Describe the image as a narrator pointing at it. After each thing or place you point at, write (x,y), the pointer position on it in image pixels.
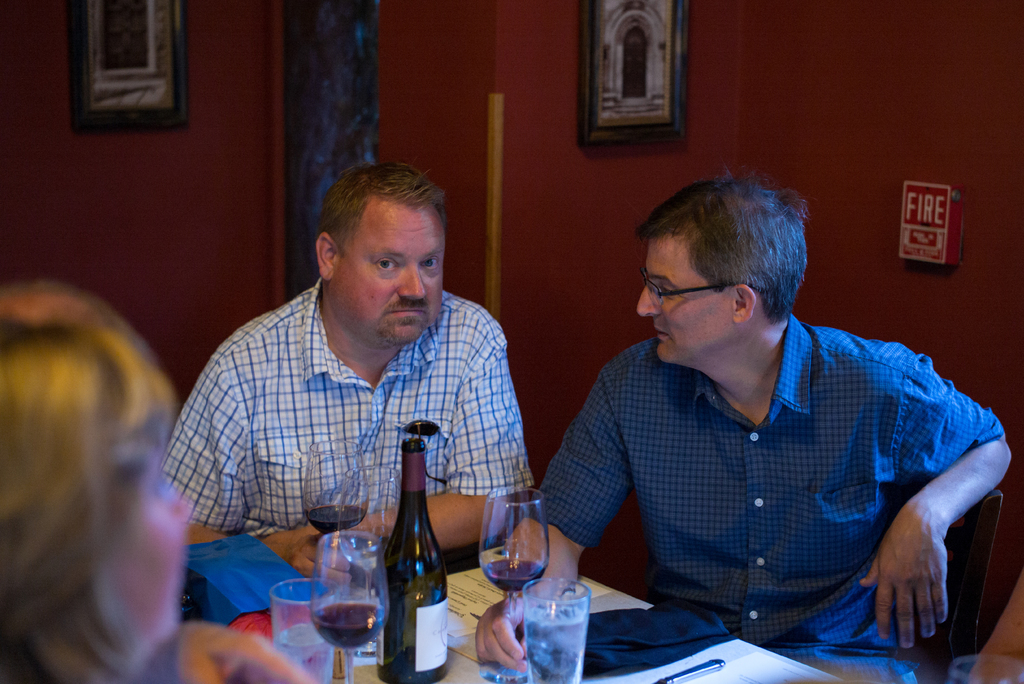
In the image we can see there are people (64,369) who are sitting on chair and on table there is red wine bottle (403,585) and in the wine glass (350,617) the red wine (345,625) is filled.
